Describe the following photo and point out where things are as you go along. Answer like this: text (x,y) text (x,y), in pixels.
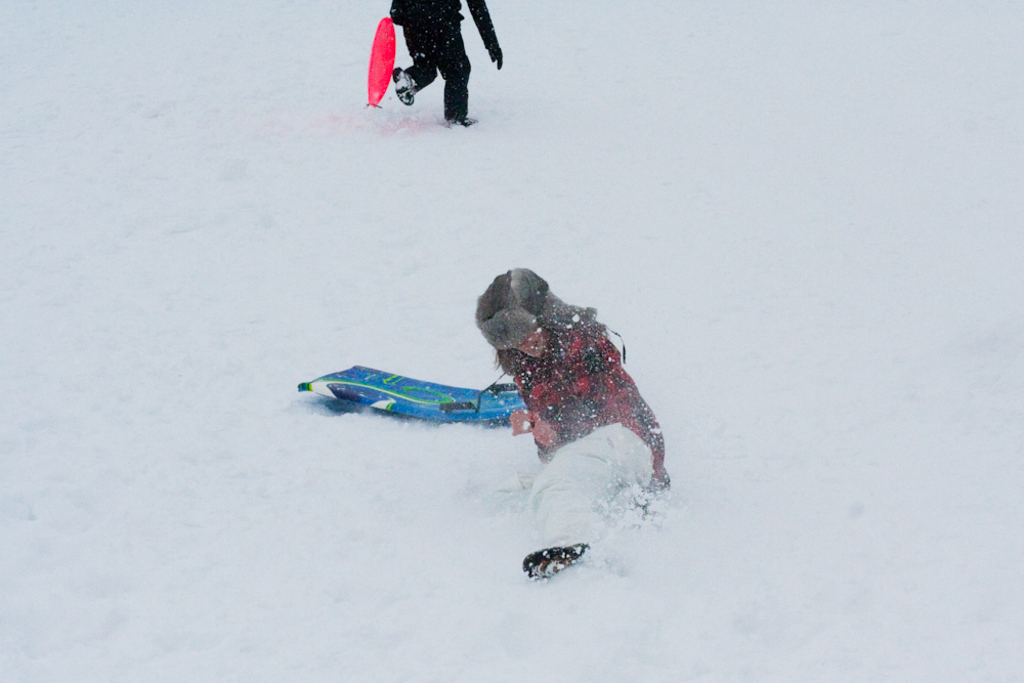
In this image we can see a person (579,419) lying on the snow (438,435) and a skiing board (423,394) beside him, and there is other person (426,77) running.
